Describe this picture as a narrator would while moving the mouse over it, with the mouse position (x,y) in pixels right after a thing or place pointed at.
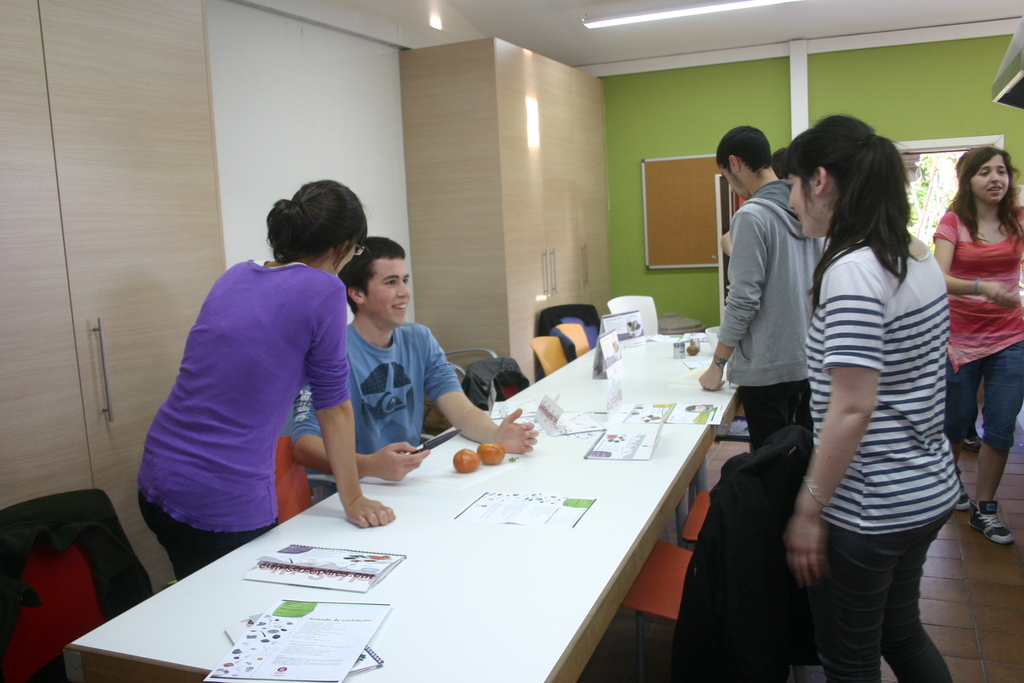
These persons (246,400) are standing. This persons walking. This person (394,441) sitting on the chair (303,503). We can see chairs (44,666) and tables (540,469). On the table (560,492) we can see paper (303,608), book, food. On the background (918,101) we can see wall (864,106), board (678,186). On the top (634,20) we can see light (618,24). This is floor (983,601).
